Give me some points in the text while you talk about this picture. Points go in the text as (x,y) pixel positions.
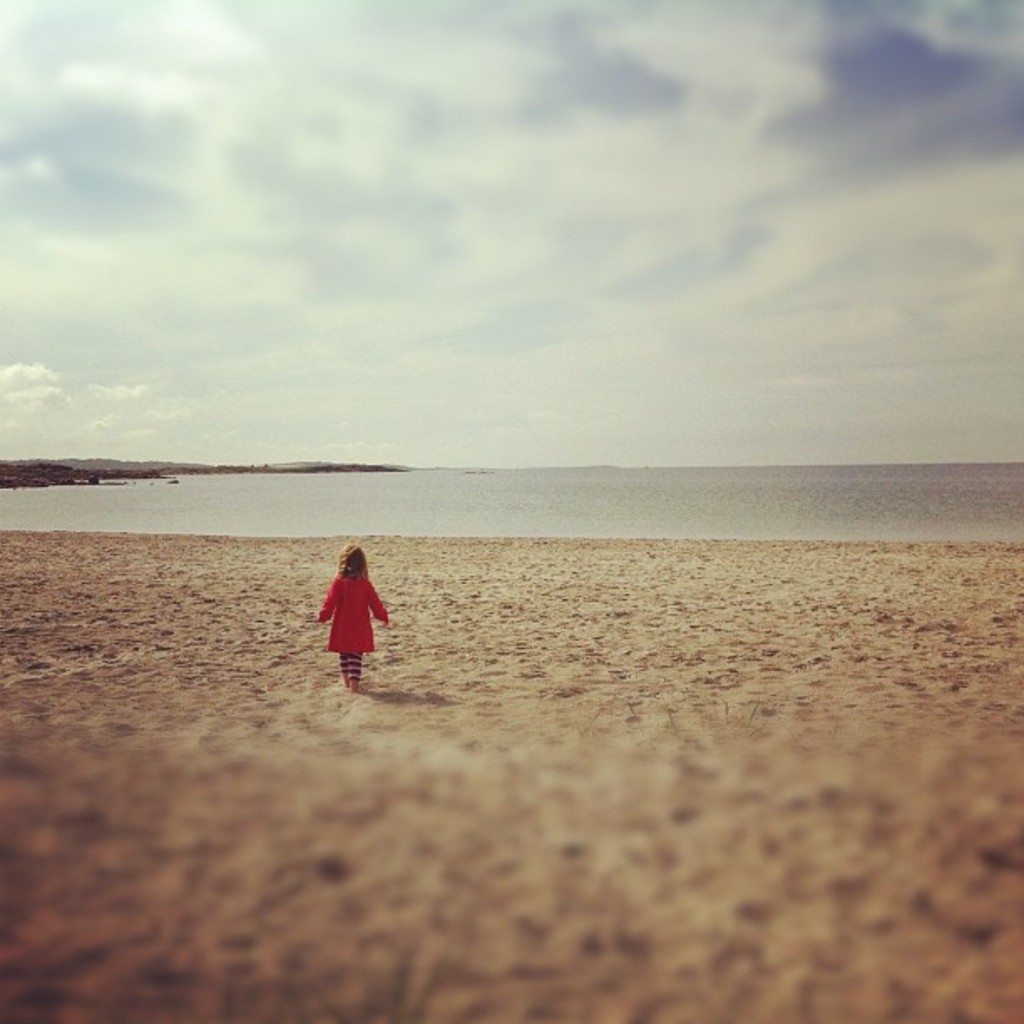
In this picture we can see a kid (359,622) is walking, at the bottom (615,800) there is sand (694,750), in the background (680,524) we can see water (626,484), there is the sky (579,264) and clouds (587,146) at the top of the picture (599,209).
